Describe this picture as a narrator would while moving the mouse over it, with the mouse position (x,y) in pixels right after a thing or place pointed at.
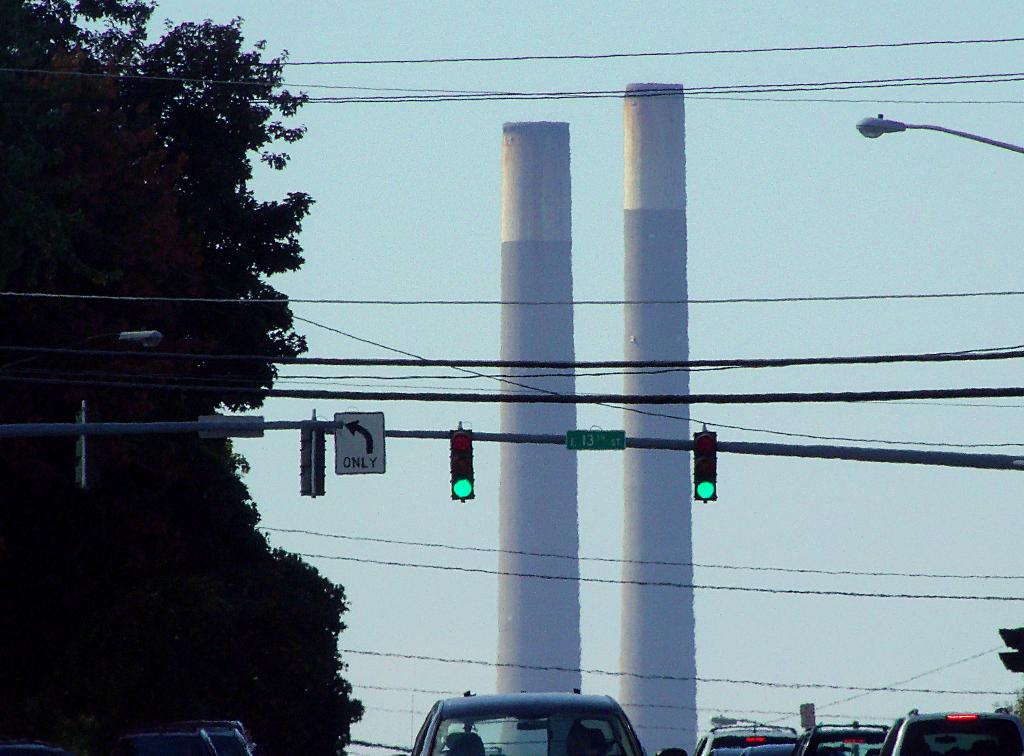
This image is clicked outside. In the background (515,263), there are two chimneys (531,461). On the left (69,559), there is a tree (93,460). In the front (63,435), we can see the traffic lights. At the bottom (873,742), there are cars (941,728). At the top (585,118), there is sky (724,117).
